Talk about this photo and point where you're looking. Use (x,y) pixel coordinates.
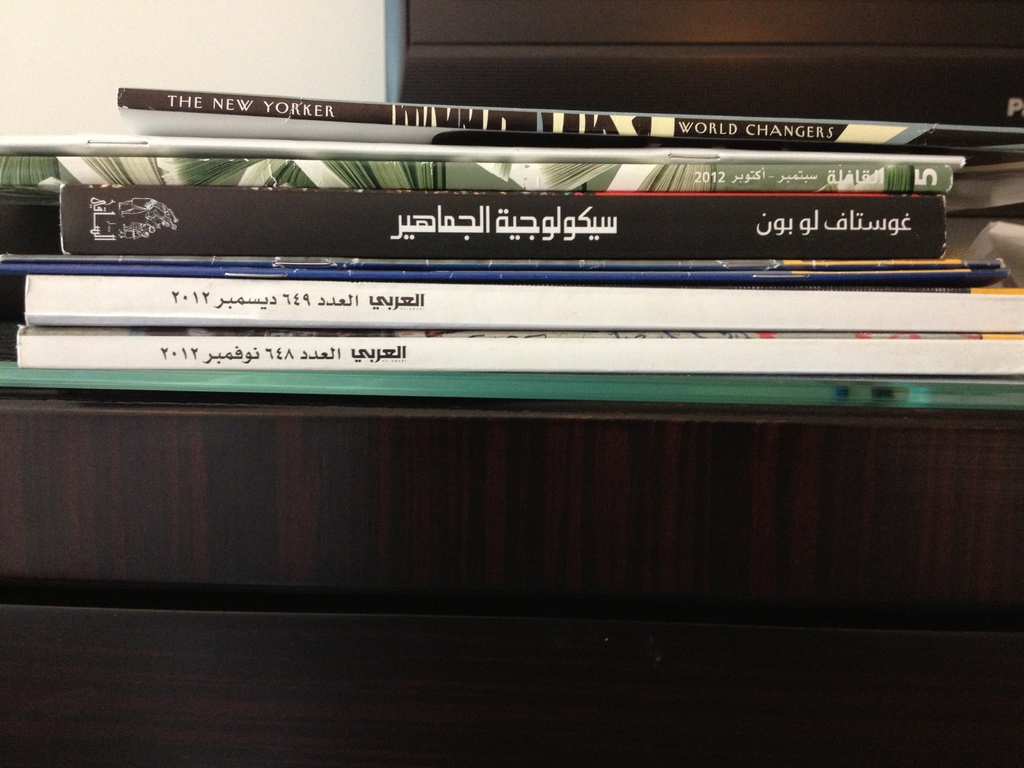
This image consists of books (609,245) kept on the desk (469,533). The desk (556,529) is made up of wood (313,565). in the background (133,42), we can see a wall (212,44). On the right (797,67), it looks like a dark object (703,61).
